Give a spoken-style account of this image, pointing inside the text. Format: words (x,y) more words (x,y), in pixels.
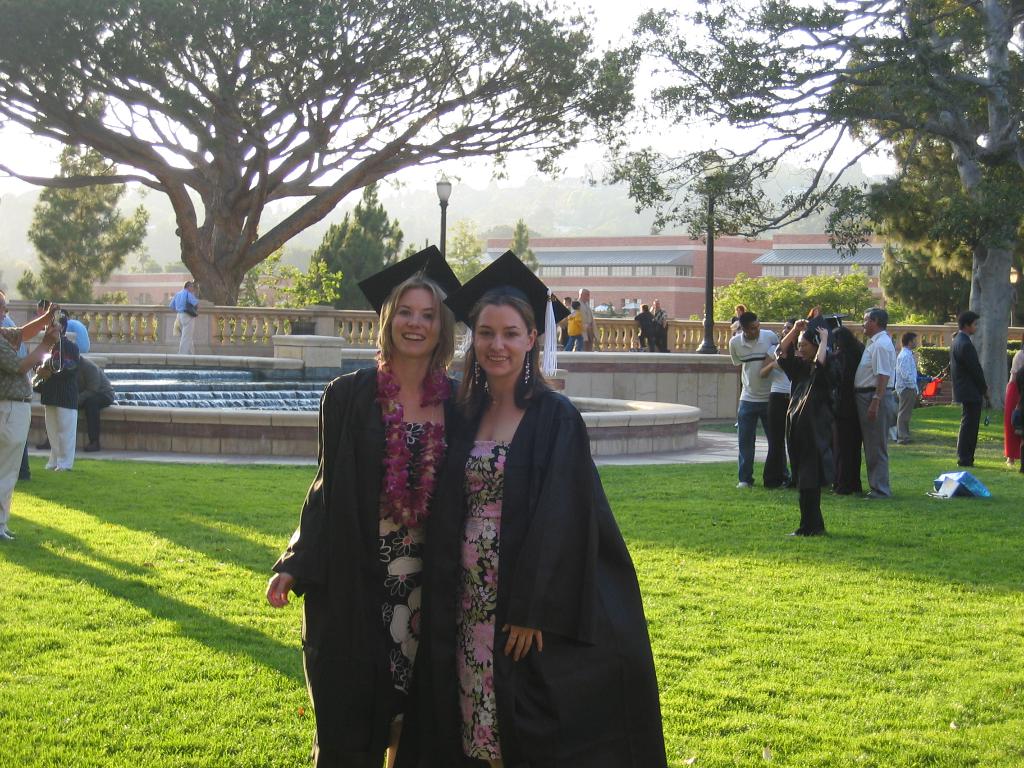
This is an outside view. Here I can see two women (345,501) wearing black color coats (378,532), caps (450,286) on the heads (495,346), standing, smiling and giving pose for the picture. At the bottom (816,717), I can see the grass (835,639). In the background (64,391) there are few people (62,372) standing. On the left side (11,410) there is a person (4,427) standing facing towards the right side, holding a camera (53,318) in the hand (51,344) and taking the picture. In the background (260,284) there are many trees (906,317) and buildings (667,268) and also I can see few light poles (709,274). In the middle of this image (613,438) there is a fountain (250,376). At the top of the image (612,37) I can see the sky (639,78).
